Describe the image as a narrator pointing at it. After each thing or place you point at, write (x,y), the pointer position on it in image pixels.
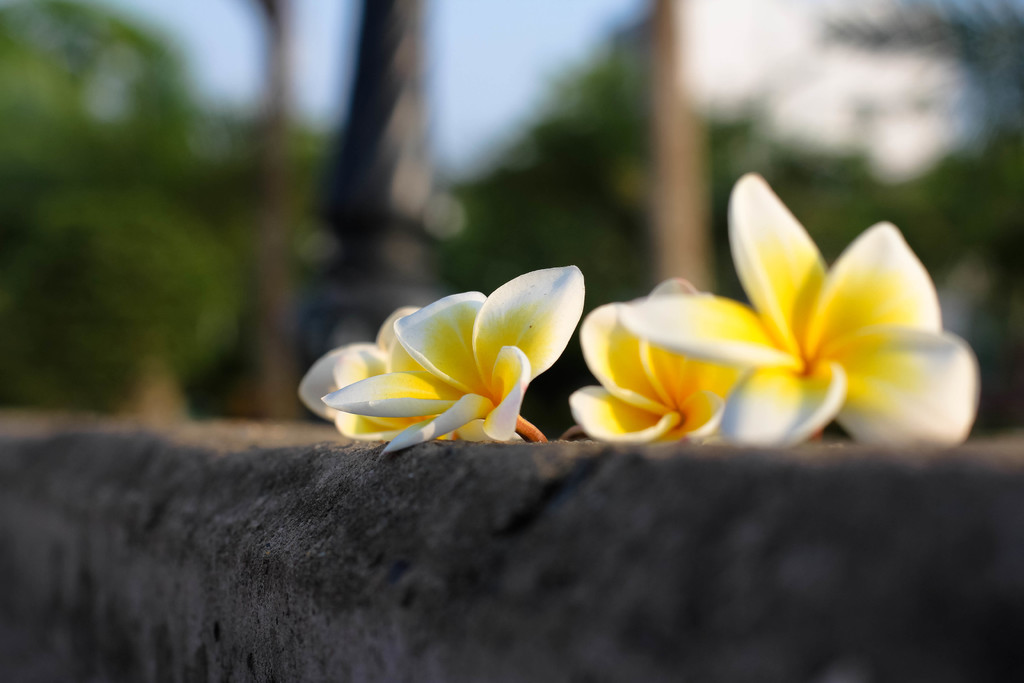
Here in this picture we can see flowers (731,366) present on a wall (177,450) over there and behind it we can see poles (381,211) and trees (135,265) and plants (811,194), all present in a blurred manner.
